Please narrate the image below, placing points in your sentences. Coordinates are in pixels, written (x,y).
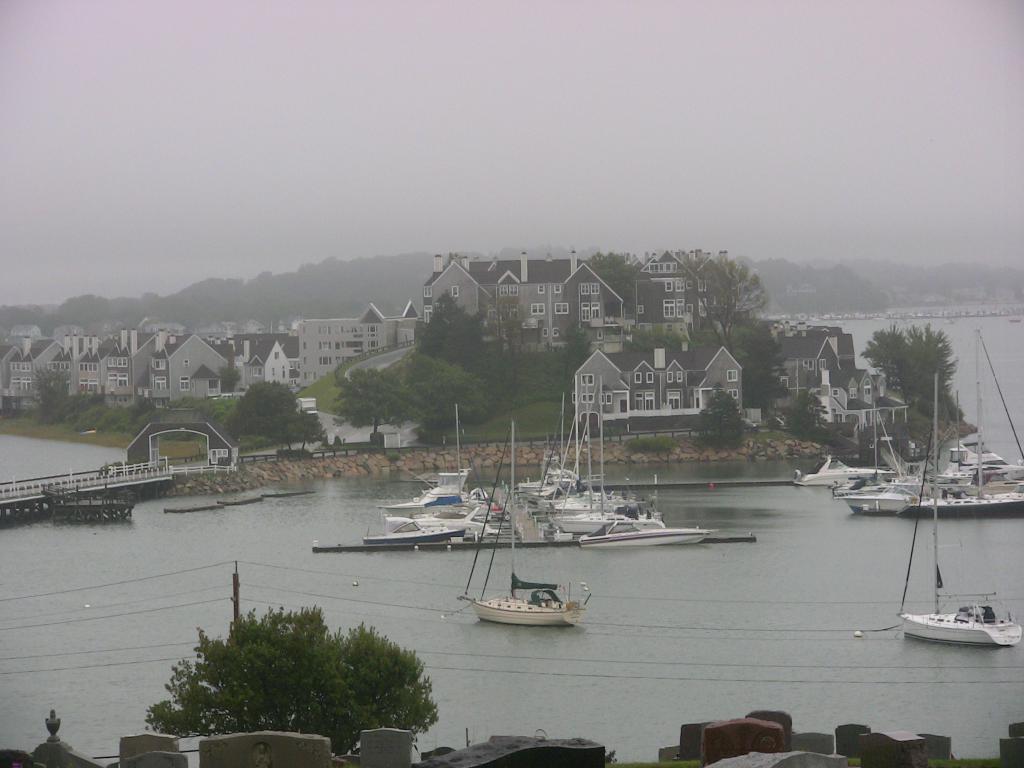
In this image there a few ships (1000,481) in the water (749,603), a bridge (34,509), few buildings (23,351), trees (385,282), mountains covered with fog (587,172).
